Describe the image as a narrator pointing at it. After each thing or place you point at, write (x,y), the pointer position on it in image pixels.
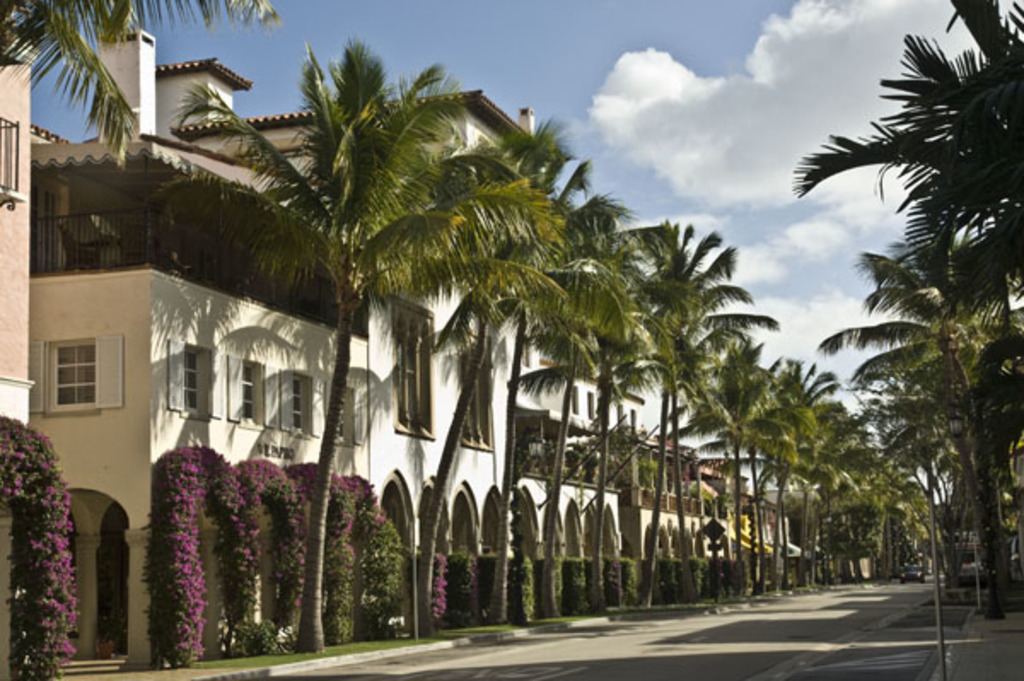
At the bottom of the image (633,647) there is a road (561,660). On the left side of the image (318,576) there are many trees (478,166). Behind the trees (487,182) there are buildings (151,400) with walls (151,400), windows (306,414), arches (389,482) with creepers (234,491) and roofs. And on the right side of the image (827,496) there are trees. At the top of the image (215,55) there is a sky (600,65) with clouds (715,202).
